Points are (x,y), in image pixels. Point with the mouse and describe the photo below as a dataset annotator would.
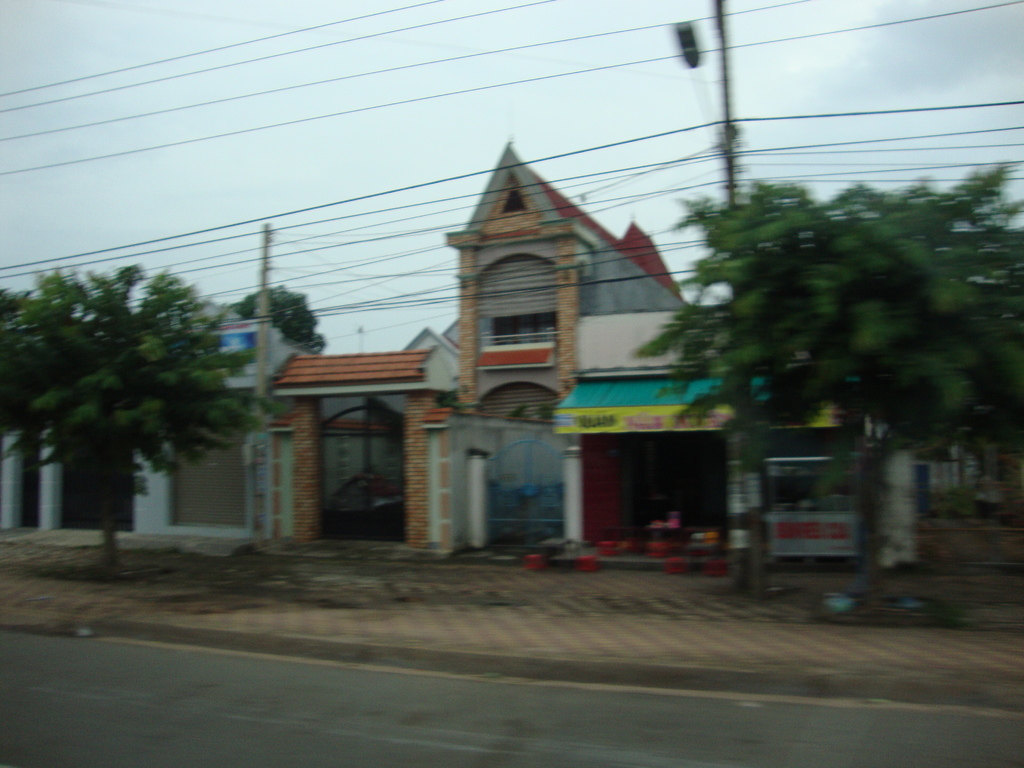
In the center of the image (447,275) we can see the sky (498,111), clouds (490,146), poles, wires (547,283), trees (231,411), buildings (400,401), road (356,689) and a few other objects (309,518).
